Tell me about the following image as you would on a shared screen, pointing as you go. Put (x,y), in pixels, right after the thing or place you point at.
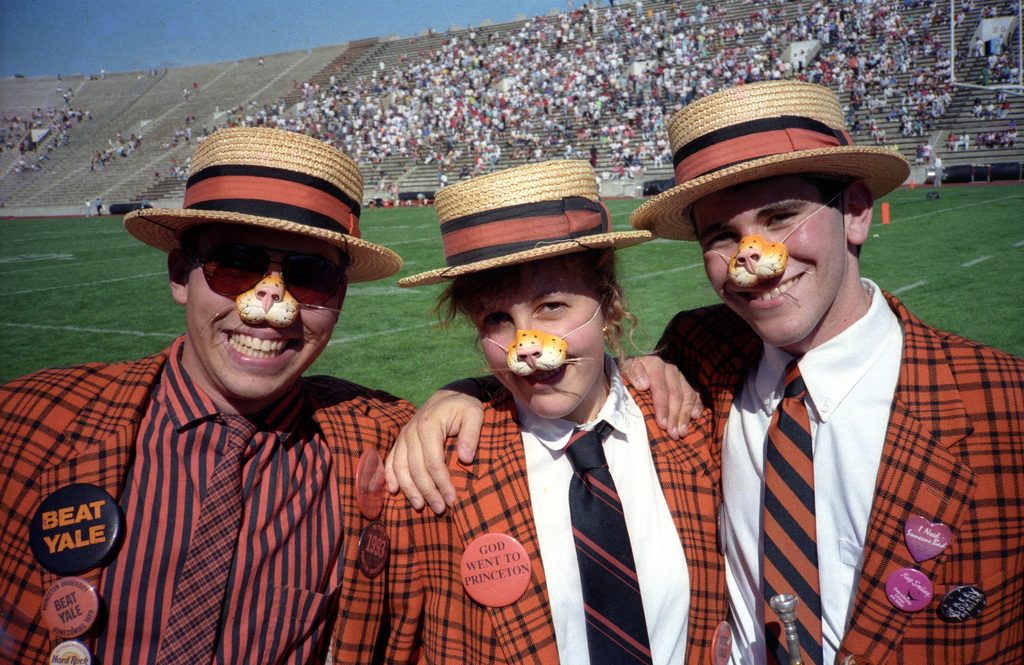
In this picture there are three persons (827,538), who are wearing suit (408,547), hat (540,170) and plastic tiger nose (562,354). In the background (548,105) we can see audience (615,54) who are sitting on the stadium (115,184). Here we can see stairs (440,37). On the left (5,229) we can see grass (659,257) on the ground (382,377). On the top (464,6) there is a sky (300,9).
